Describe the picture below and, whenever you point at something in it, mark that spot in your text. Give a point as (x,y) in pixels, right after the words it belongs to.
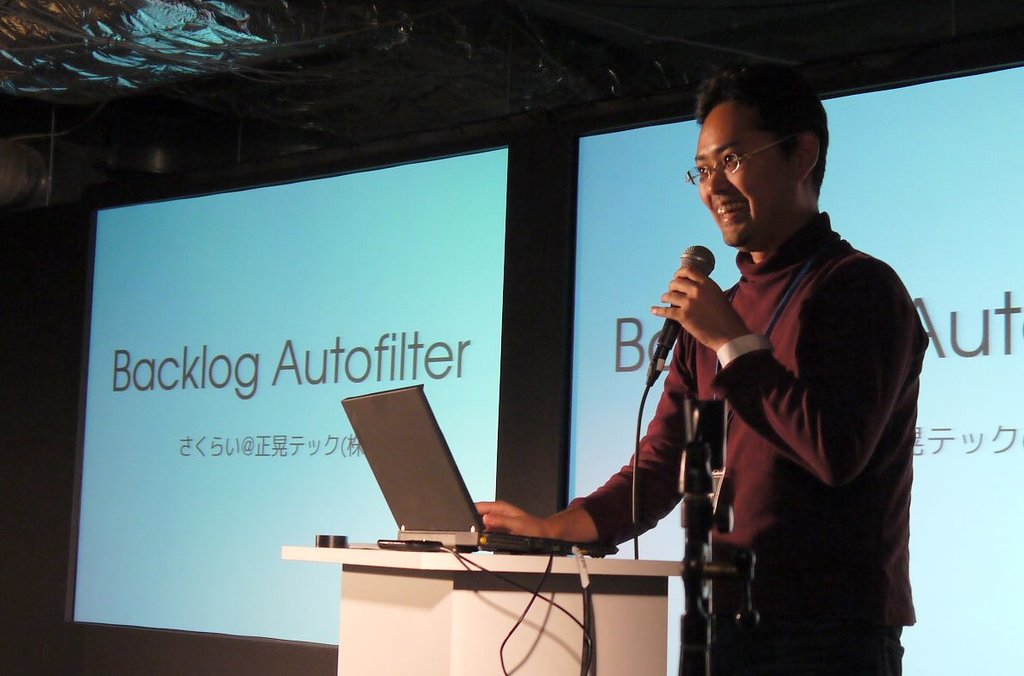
In this image there is a person (758,255) standing with a smile on his face (739,215) and he is holding a mic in front of the table (517,589). On the table (567,640) there is a laptop (444,517) and some cable (584,642). In the background (371,279) there are screens (440,347) with some text (237,446).
